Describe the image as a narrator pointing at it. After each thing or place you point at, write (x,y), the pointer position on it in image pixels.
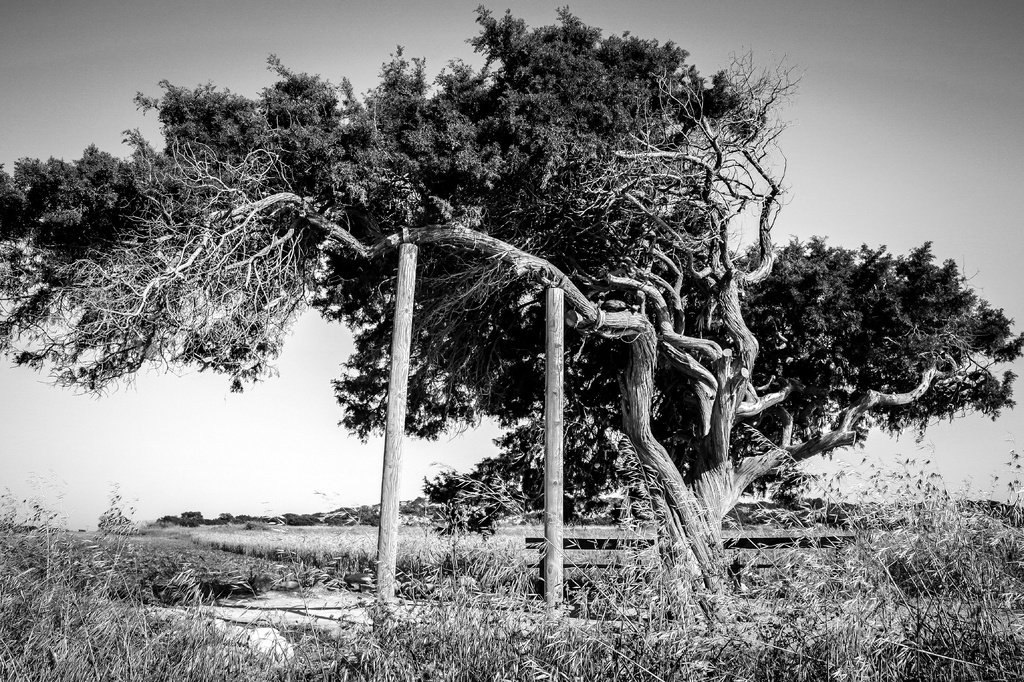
This picture is clicked outside. In the foreground (405,670) we can see the grass (165,563). In the center (552,324) we can see the trees (585,195) and the wooden poles (558,415). In the background (240,408) we can see the sky (280,453) and some other items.
